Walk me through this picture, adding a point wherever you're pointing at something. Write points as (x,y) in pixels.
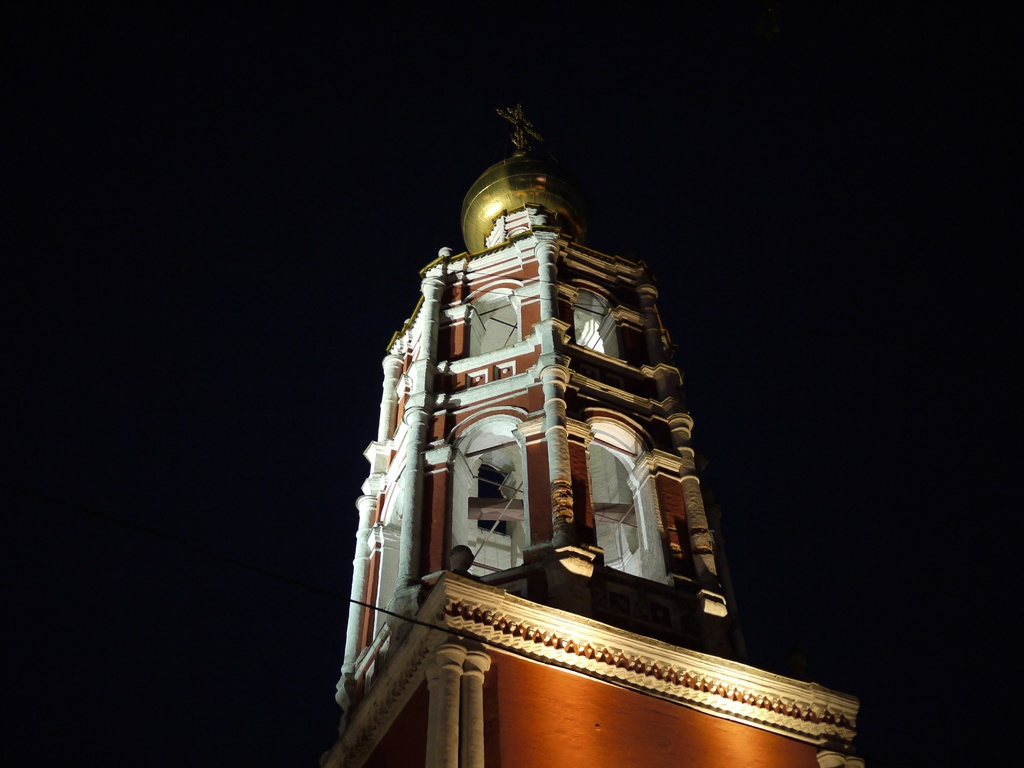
In this image we can see a building (497,403). The background of the image (382,306) is dark.
